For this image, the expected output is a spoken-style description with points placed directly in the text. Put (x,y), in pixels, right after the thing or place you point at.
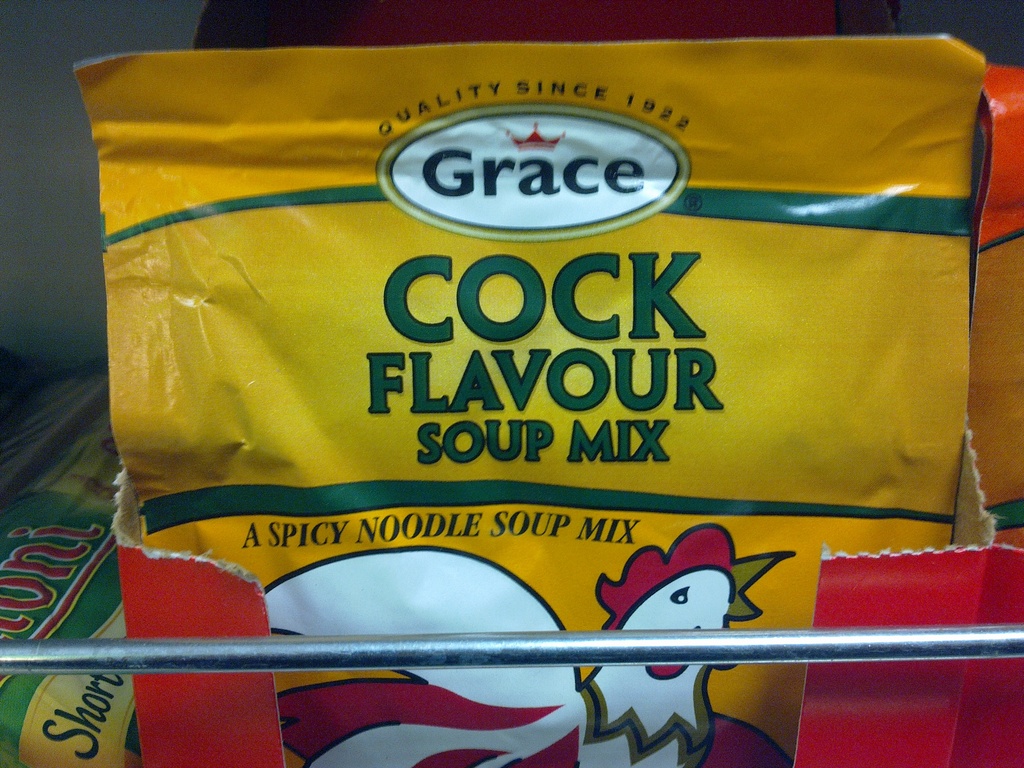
In this image there is a soup packet (457,297) which is in the box (154,591). At the bottom (160,658) there is an iron rod (589,664).
